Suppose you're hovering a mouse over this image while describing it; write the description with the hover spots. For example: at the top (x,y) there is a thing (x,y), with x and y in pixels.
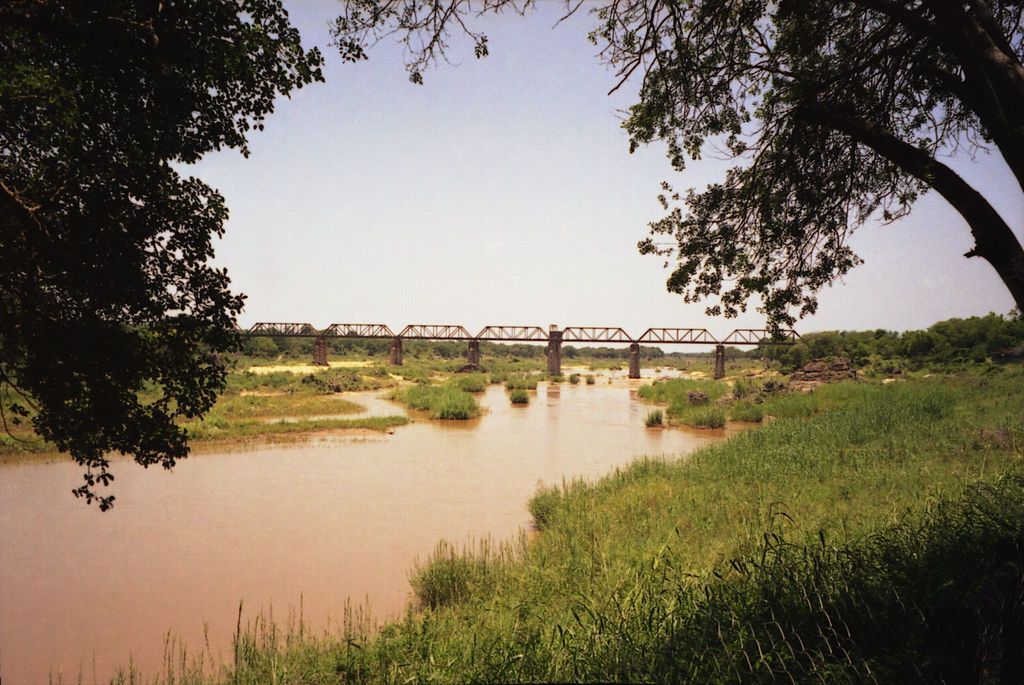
In this image we can see a bridge (507,334). There is a river (526,435) in the image. There is a sky (450,209) in the image. There are many trees (897,356) and plants (845,403) in the image.
